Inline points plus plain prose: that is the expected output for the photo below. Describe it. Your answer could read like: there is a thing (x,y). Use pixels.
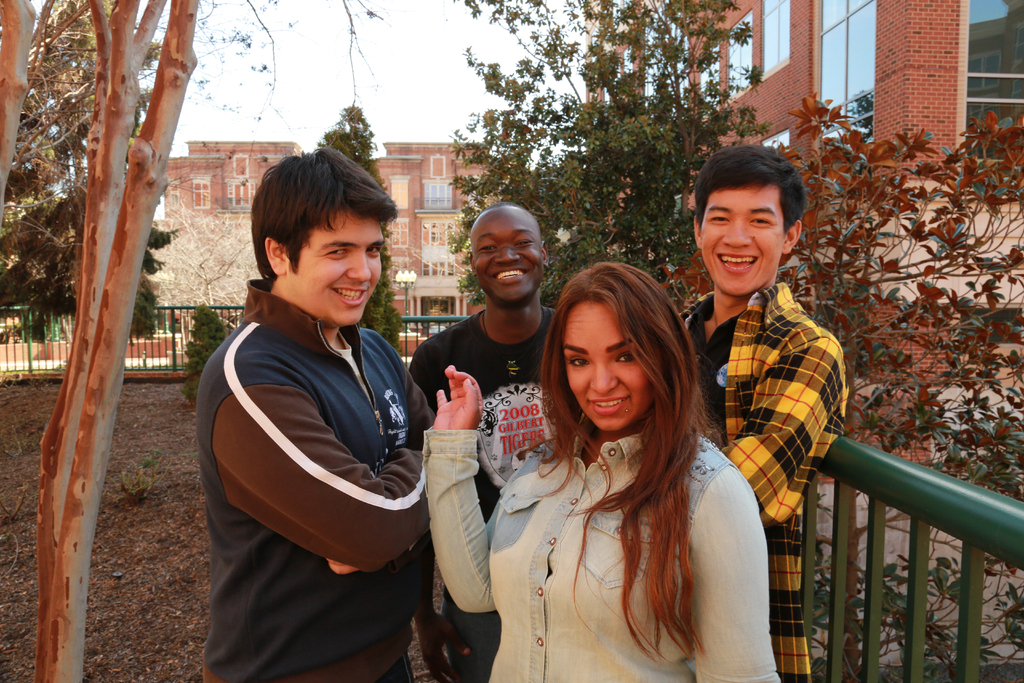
In this image there are four people (688,458) standing near the fence (878,527), there are few leaves (151,431) on the ground (154,391), few trees (337,146), few buildings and the sky (420,110).
